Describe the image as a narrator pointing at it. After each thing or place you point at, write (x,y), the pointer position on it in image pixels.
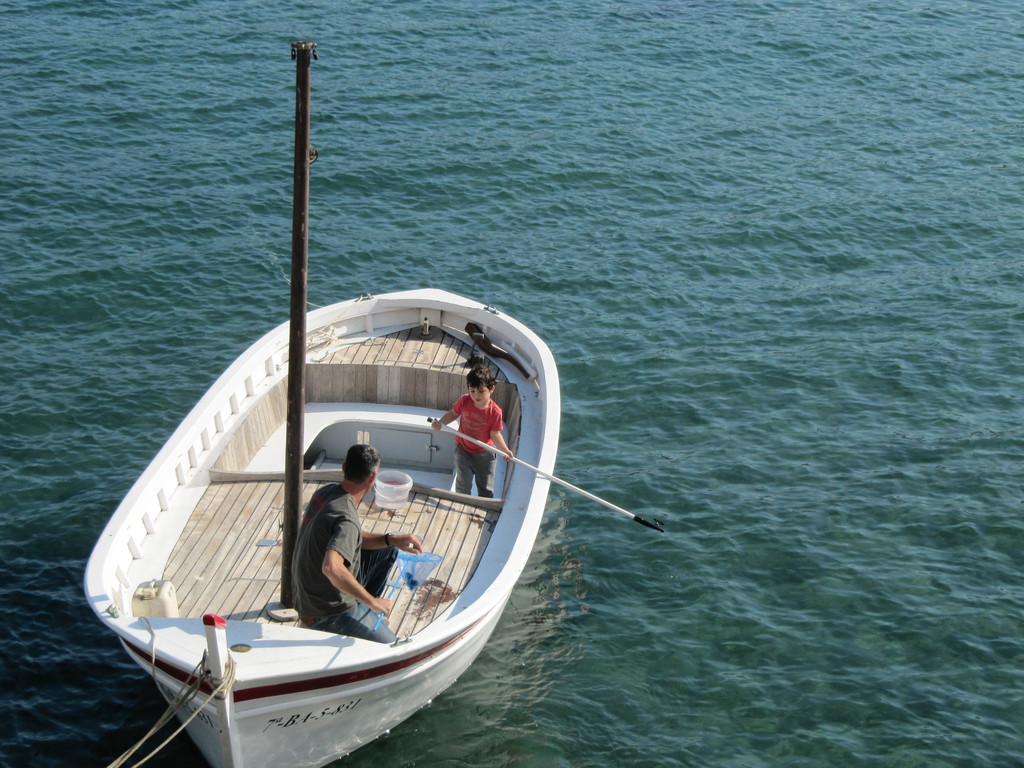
In this picture we can see water (848,607) at the bottom (662,624), there is a boat (398,653) in the water (630,624), we can see a man (349,563) and a kid (468,442) in this boat (439,514), this man (354,564) is holding a cleaning net (395,563), this kid (480,460) is holding a stick (495,450).
